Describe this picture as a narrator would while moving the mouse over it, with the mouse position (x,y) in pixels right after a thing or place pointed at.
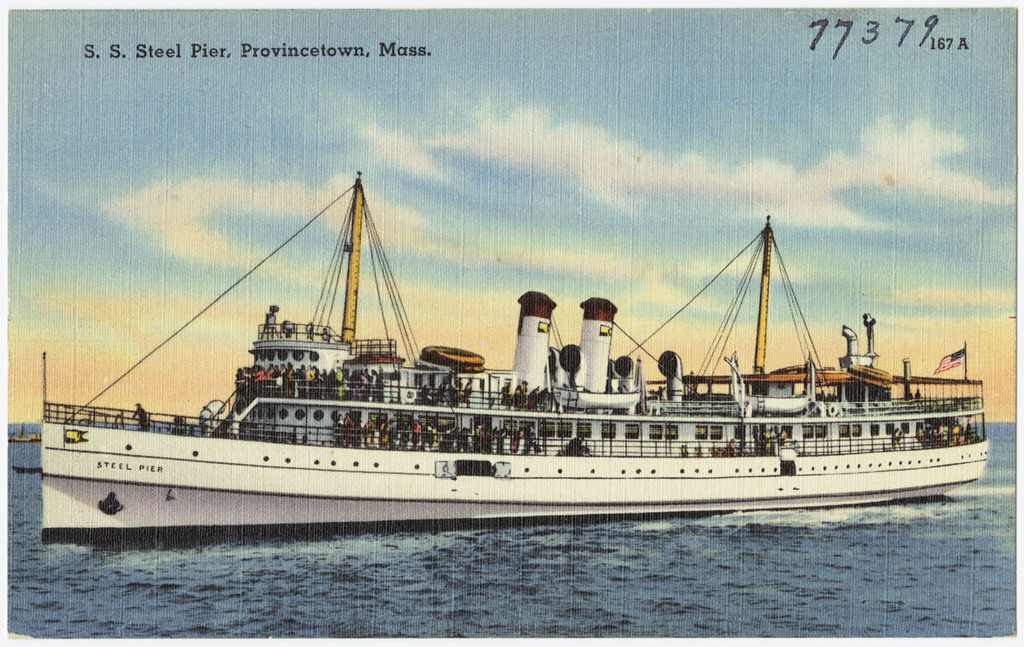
In this image we can see ship (681,485) with some poles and cables (721,336), a flag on it is sailing on the water (882,533). In the background (982,355) we can see a cloudy sky (240,236).
